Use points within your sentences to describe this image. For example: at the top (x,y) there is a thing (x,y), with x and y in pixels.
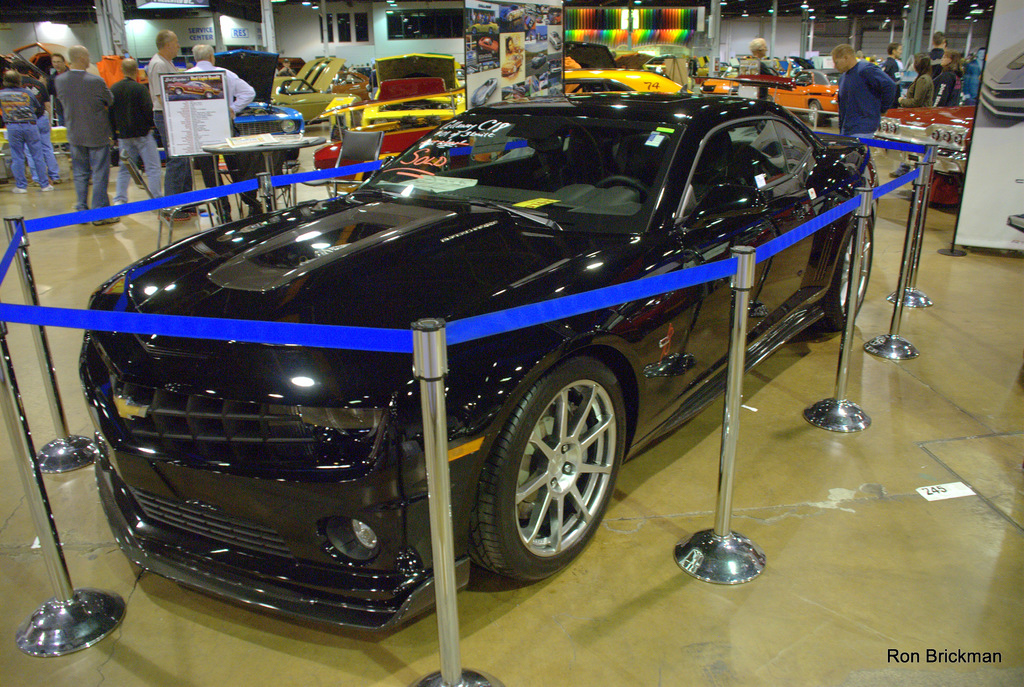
In this image, we can see a black car (256,385) on the floor (647,616). here we can see few poles (55,556) with ropes (4,308). Background (1010,124) we can see few vehicles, people (96,105), posters (1005,50), boards (211,116), table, chairs (346,137). Here we can see walls (301,29) and pillars (324,24). Right side (948,658) bottom of the image (932,658), we can see a watermark (920,658).
